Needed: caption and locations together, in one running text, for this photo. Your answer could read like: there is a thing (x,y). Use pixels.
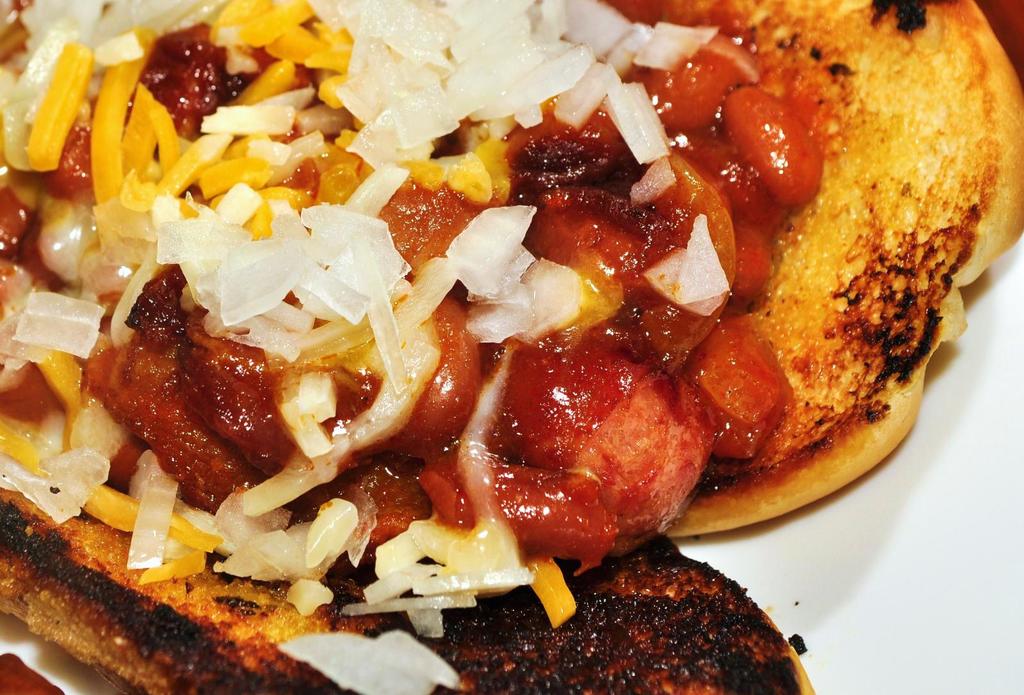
In this picture there is some food (440,341) with onions (582,101) is placed in the white plate (956,591).
